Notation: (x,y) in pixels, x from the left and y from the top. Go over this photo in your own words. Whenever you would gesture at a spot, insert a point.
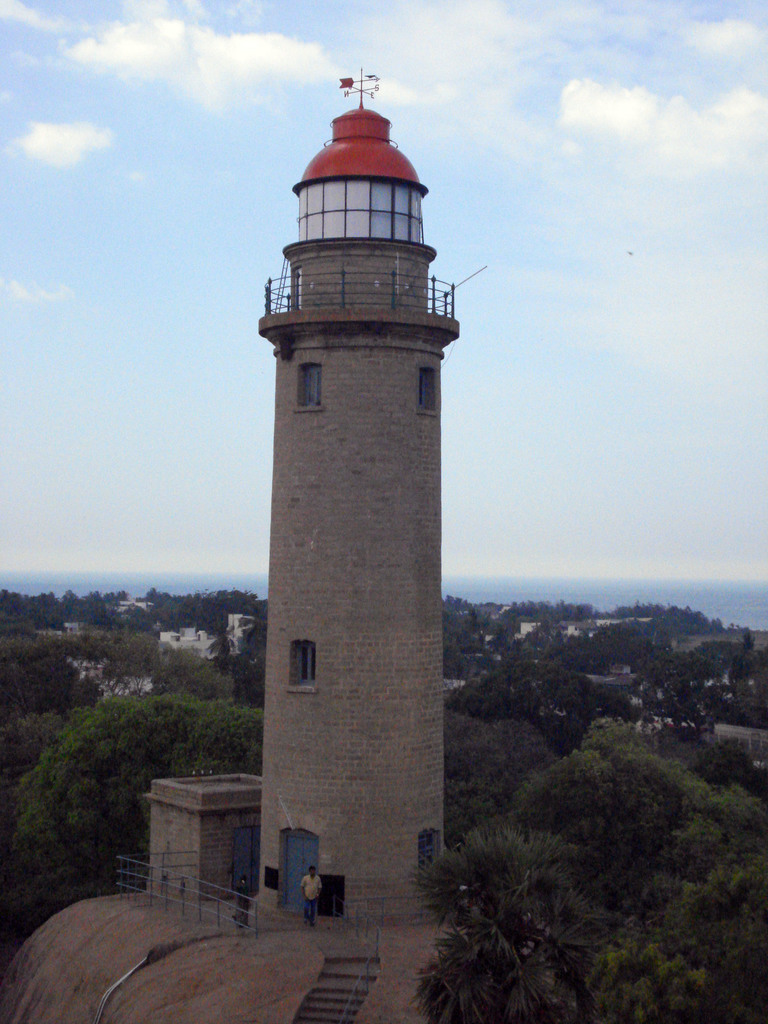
In this image we can see a tower (326,430), railing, steps (332,1004), trees (27,648), shed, buildings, and two people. In the background (270,447) there is sky (45,114) with clouds (637,145).
